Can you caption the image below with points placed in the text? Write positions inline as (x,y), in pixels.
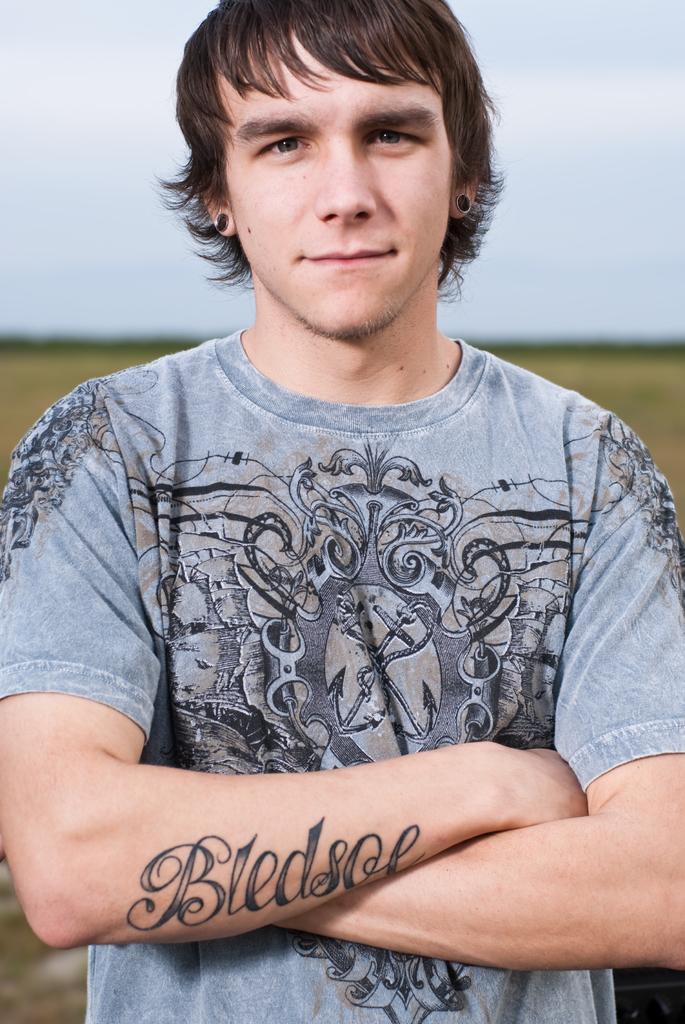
In this image, we can see a man (327,541) is watching and folding his hands (276,905). He wore a t-shirt (622,726). On his hand (379,853) we can see a tattoo (368,875). Background (661,70) there is a blur view. Here we can see white color.
